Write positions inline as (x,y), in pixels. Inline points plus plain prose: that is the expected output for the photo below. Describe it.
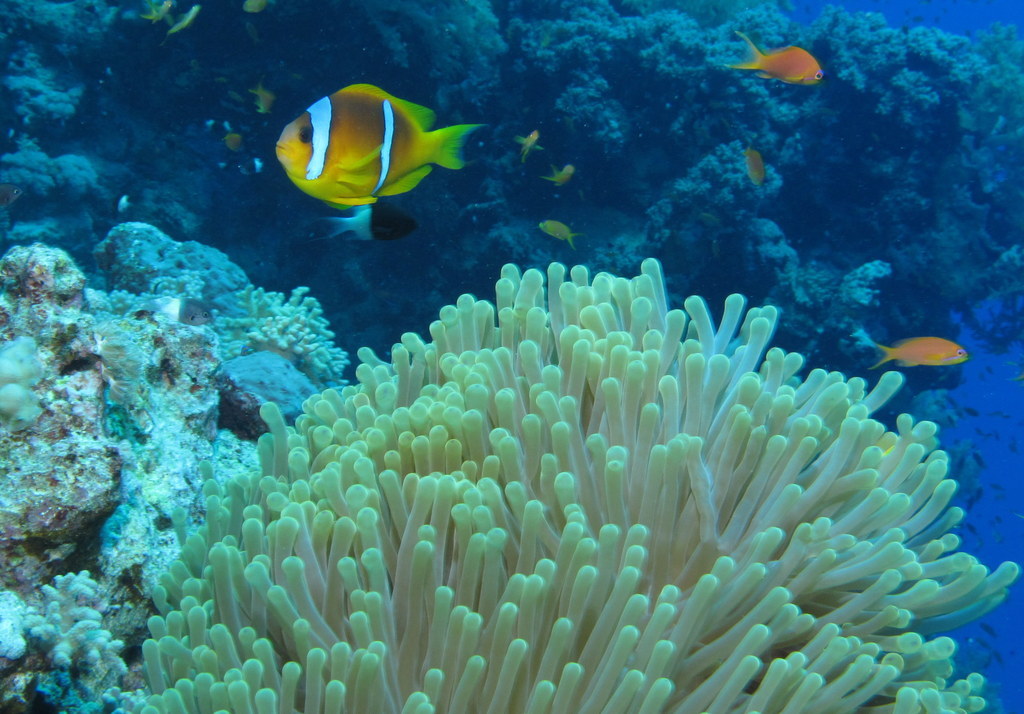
This image is taken underwater, which consists of a few fishes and they are surrounded by underwater plants (308,400) and rocks (687,220).
